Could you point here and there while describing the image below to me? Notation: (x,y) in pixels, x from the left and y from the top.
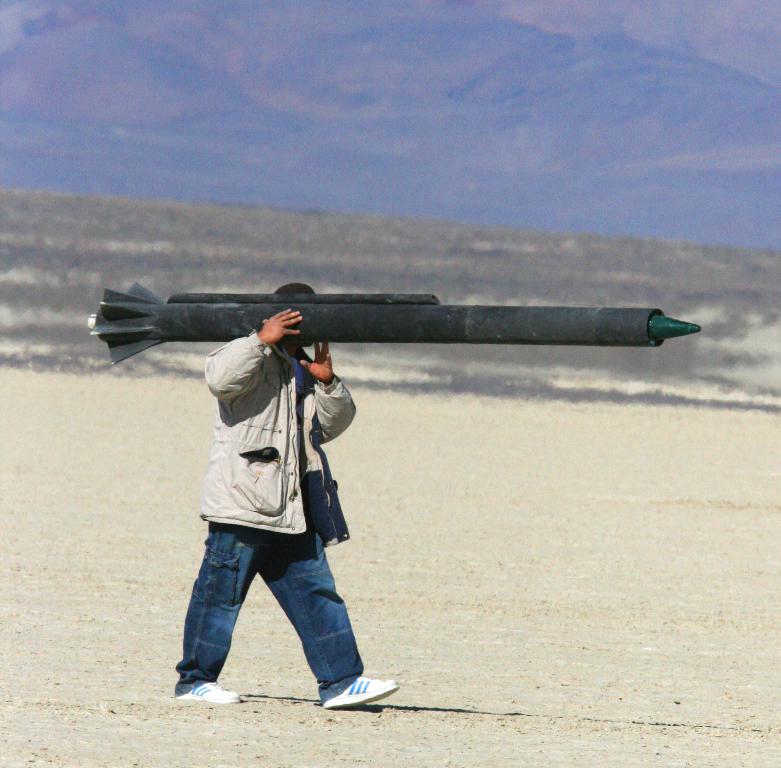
In this picture we can see a person (303,352) holding a weapon (340,342) with his hands (293,315). And there is a blur background (245,183).
